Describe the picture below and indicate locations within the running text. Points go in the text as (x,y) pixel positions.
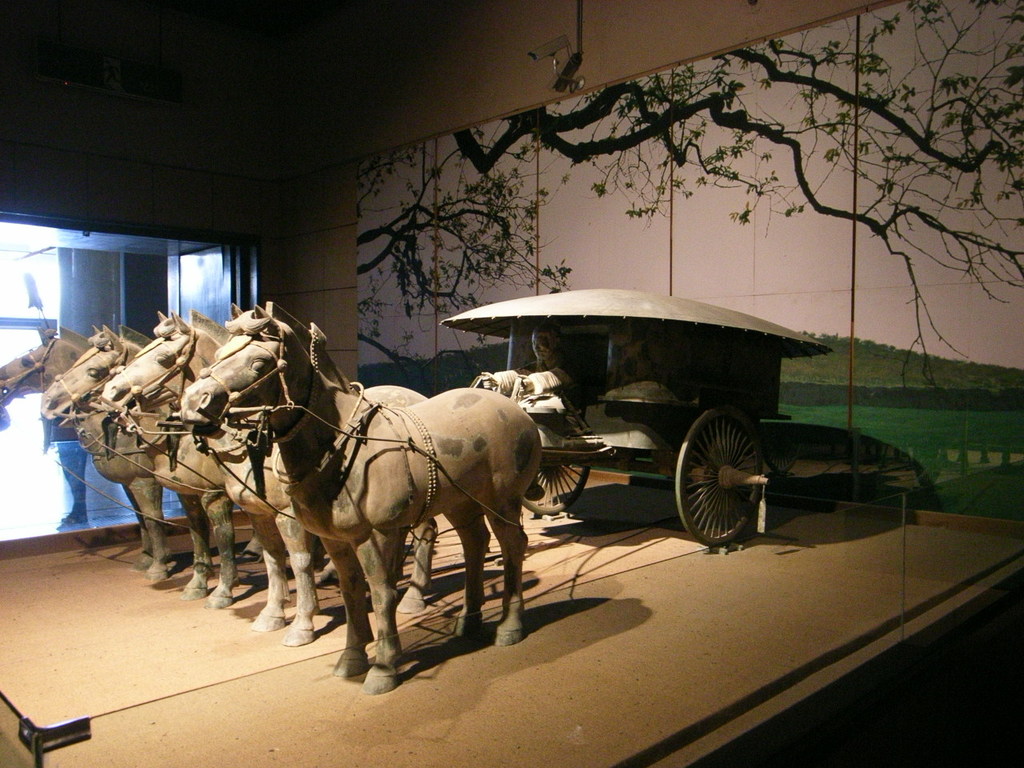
This picture is clicked inside. On the left (277,480) we can see the sculpture (471,447) of a horse cart (561,423) and horses (177,456). In the background (767,244) there is a picture (657,203) in which we can see the trees (807,78), sky (810,291) and the green grass (865,416). At the top (246,44) there is a roof (451,14), wall mounted camera (553,42) and some other objects (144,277).
